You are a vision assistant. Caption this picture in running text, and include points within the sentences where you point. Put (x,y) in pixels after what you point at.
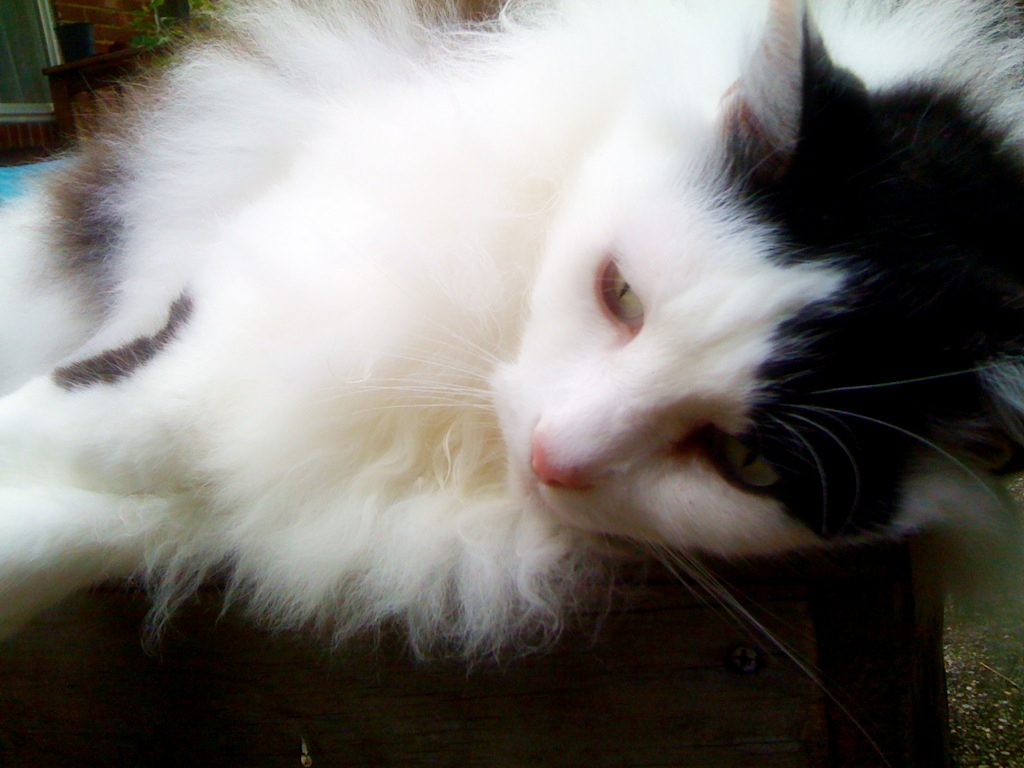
In this image I can see a cat (520,326) is lying on a table (611,607). In the background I can see a wall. This image is taken, may be outside.
